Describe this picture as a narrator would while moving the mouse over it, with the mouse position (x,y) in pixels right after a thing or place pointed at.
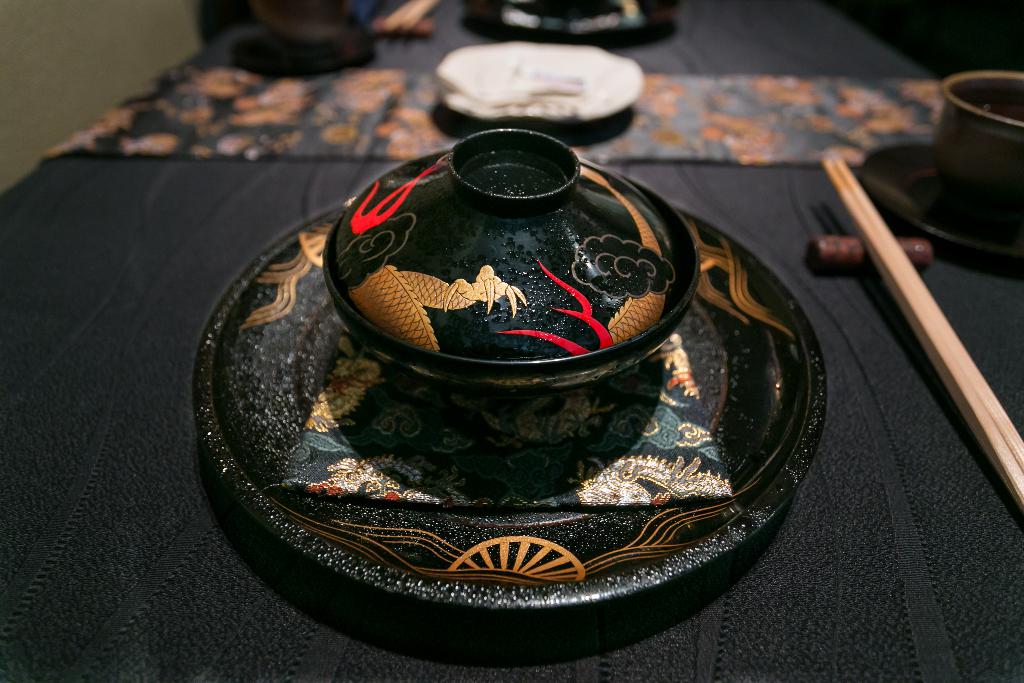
there is a black plate (618,548) and a bowl (593,333) with a pair of chopsticks (923,346) on the black table (136,425).
